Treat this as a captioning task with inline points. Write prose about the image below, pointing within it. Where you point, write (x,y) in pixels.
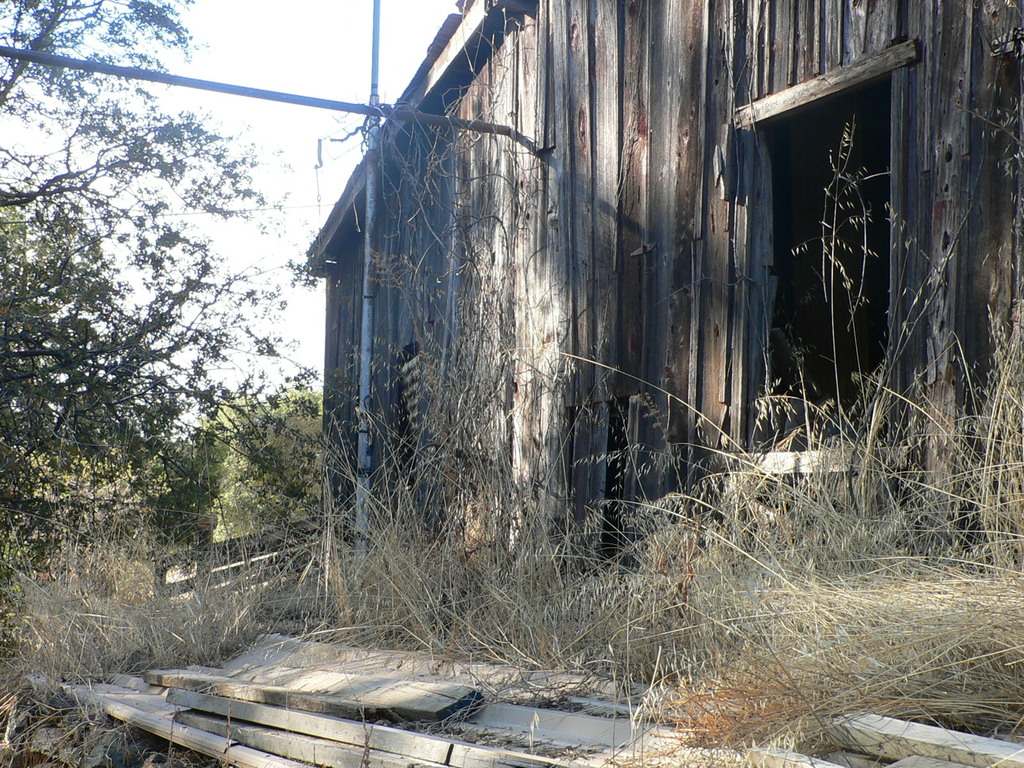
In this image I can see bushes (421,507), a house (409,354), few iron poles (281,96), number of trees (61,487) and on the bottom side (313,662) I can see few wooden things (331,655) on the ground (280,594). In the background (247,49) I can see the sky (221,377).
